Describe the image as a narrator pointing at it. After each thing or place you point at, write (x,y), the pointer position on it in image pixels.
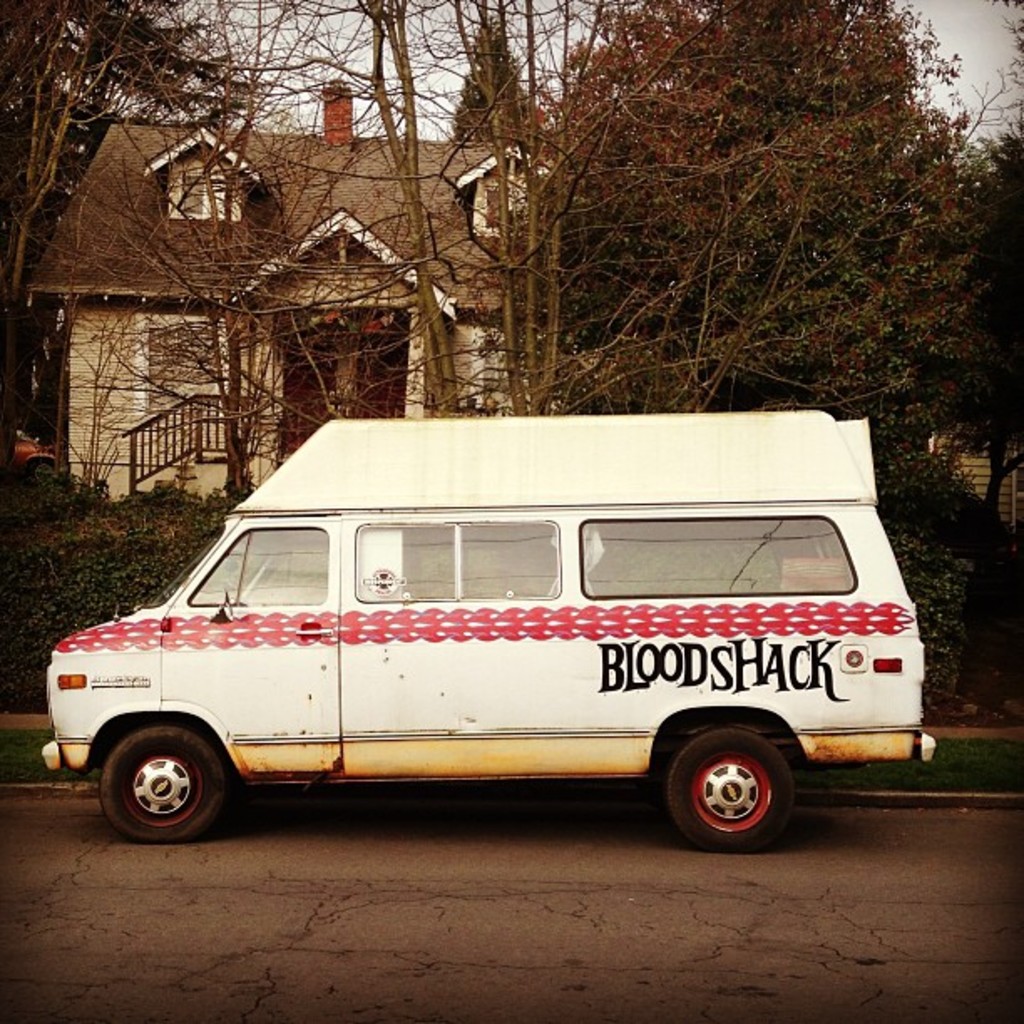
In the middle (487,425) a vehicle (550,642) is parked which is in white color on the road (435,801), at the back side (203,200) there is a house (352,228) and there are trees (681,365).
